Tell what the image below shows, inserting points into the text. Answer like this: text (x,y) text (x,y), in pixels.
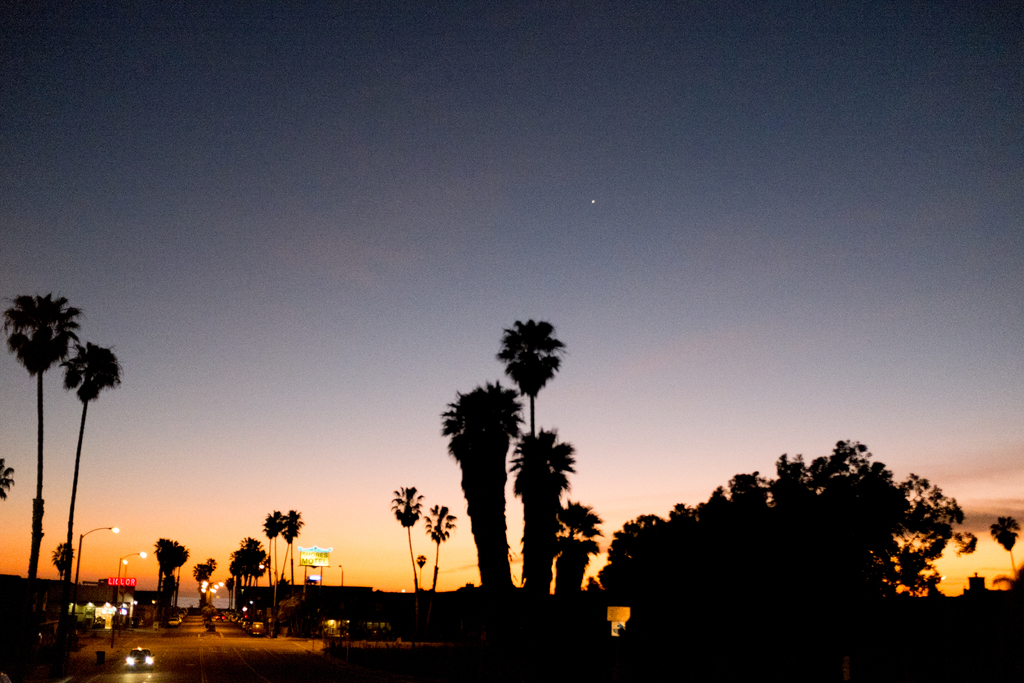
In this image we can see trees (466,479), road (121,653), vehicles (243,628) on the road (185,619), light poles (79,561). At the top of the image (122,198) there is sky (255,231).
